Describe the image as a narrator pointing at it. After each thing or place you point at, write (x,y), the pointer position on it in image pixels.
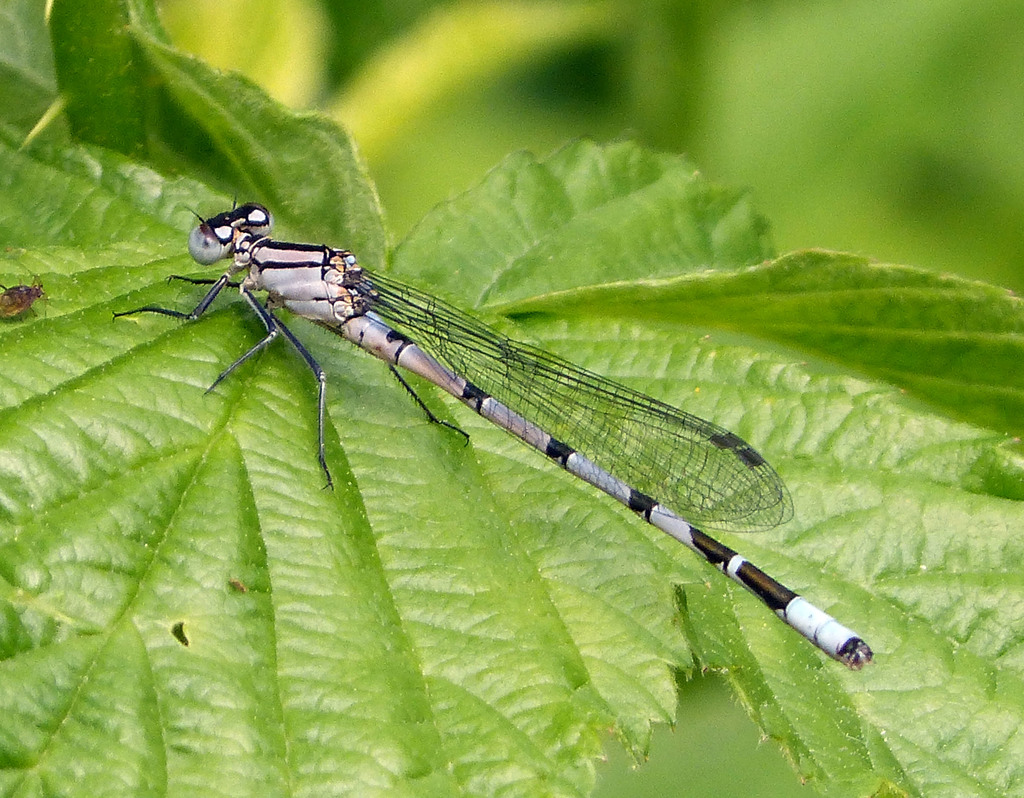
In this picture we can see a coenagrion (299,303) which is present on a leaf (237,290), we can see a blurry background (890,104).
